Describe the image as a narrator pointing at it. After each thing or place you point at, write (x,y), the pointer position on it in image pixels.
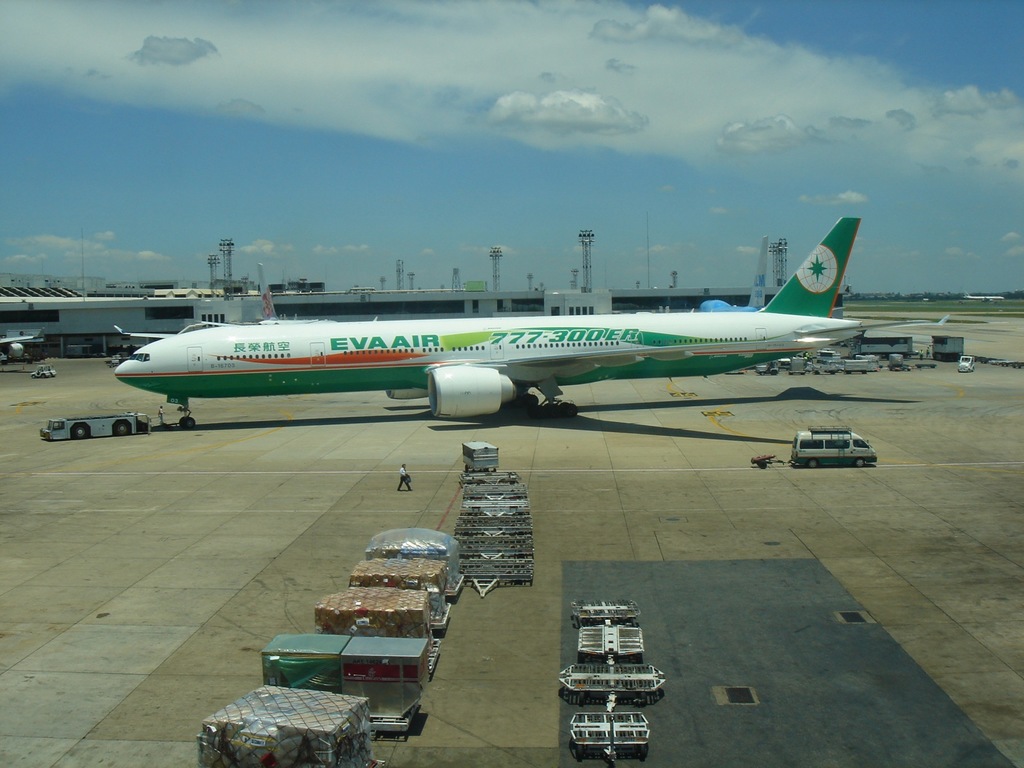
In this image there is an airplane (431,382) parked at the terminal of an airport (310,386), there is a person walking on the surface (511,437) and there is a car (828,442) parked and there is few other stuff (435,539) in the terminal (106,462), on the other side of the airplane (192,349) there are signal towers (399,260) and a building (130,329).
